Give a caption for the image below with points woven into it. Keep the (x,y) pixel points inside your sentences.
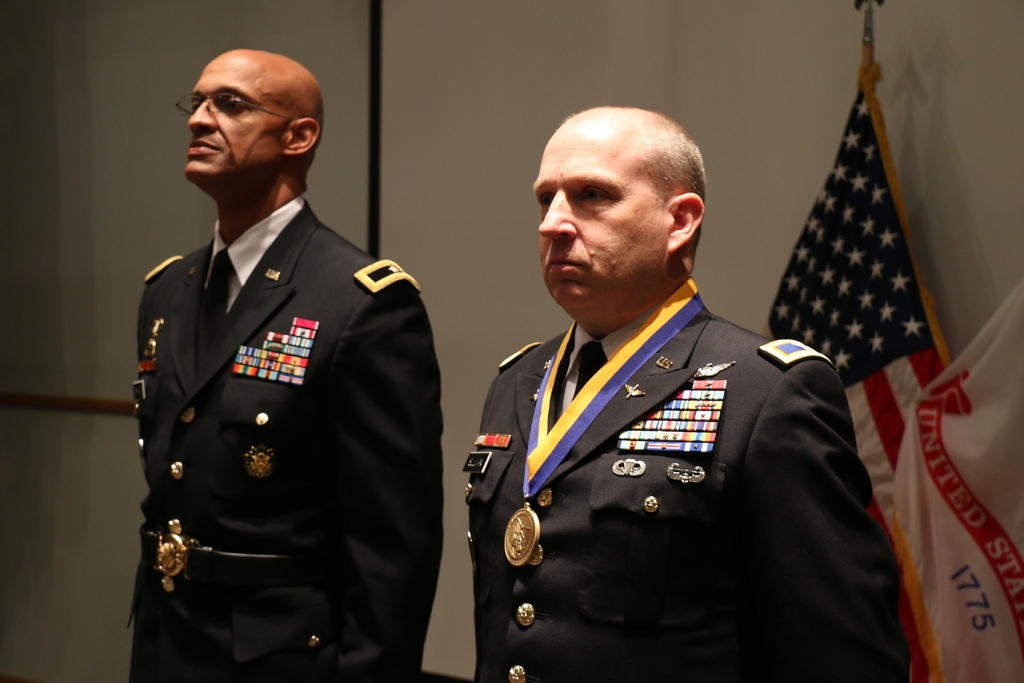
In this image in front (617,420) there are two people (529,461). Behind them there are flags (953,525). In the background of the image (622,46) there is a wall (569,49).
